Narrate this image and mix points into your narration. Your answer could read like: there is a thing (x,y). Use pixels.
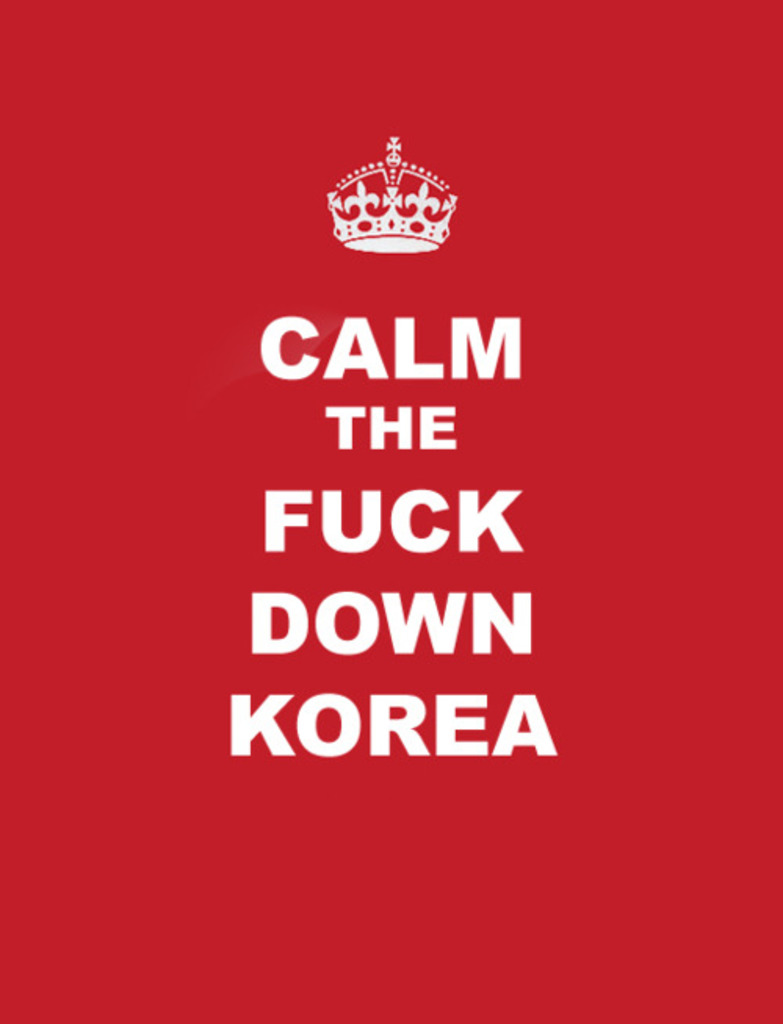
In the image we can see a poster (284,862), in the poster (622,389) we can see a logo (452,203) and text (320,344).
